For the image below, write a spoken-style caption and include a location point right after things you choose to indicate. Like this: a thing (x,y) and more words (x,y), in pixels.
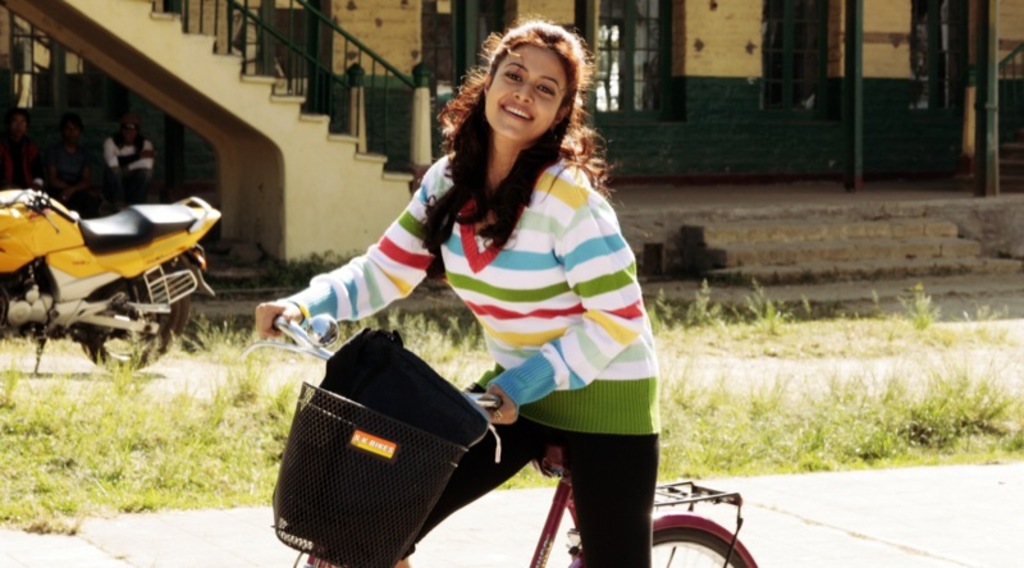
Here this woman (499,335) is on bicycle (543,466). Behind her there is a bike (110,223) and building (633,74) and a glass window (638,68). There are few people (64,155) sitting on the left (22,155).
